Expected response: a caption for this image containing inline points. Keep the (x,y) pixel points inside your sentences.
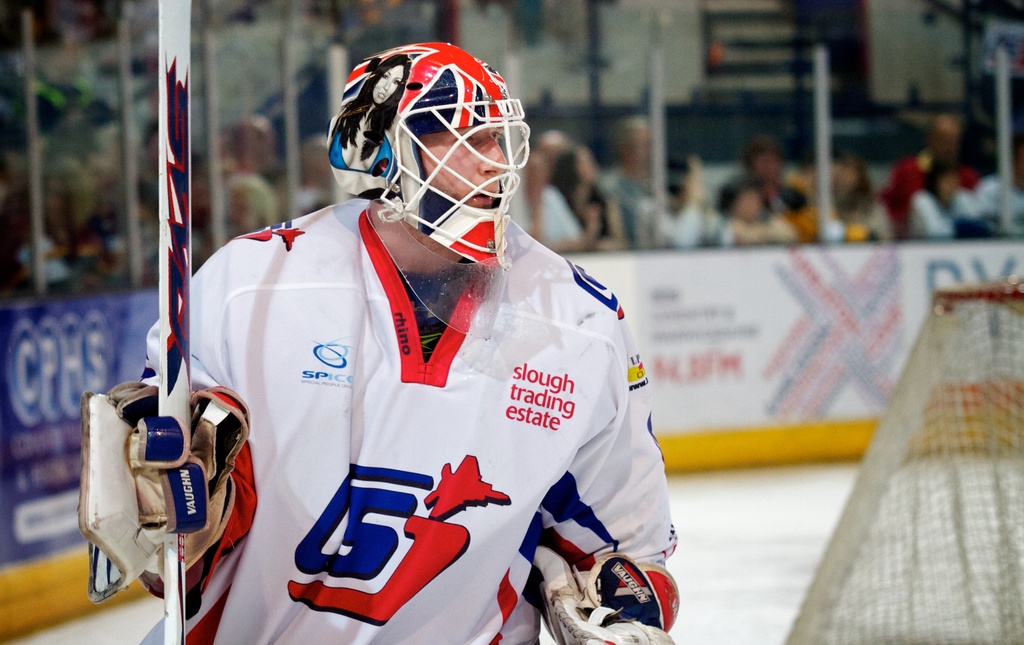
In this picture, we can see a few people (481,201), and among them a person (294,425) in sports wear (376,438) is holding an object (176,570), and we can see the blurred background (787,401) with some objects (816,366) like poles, poster (694,409) with text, net (1012,585).
